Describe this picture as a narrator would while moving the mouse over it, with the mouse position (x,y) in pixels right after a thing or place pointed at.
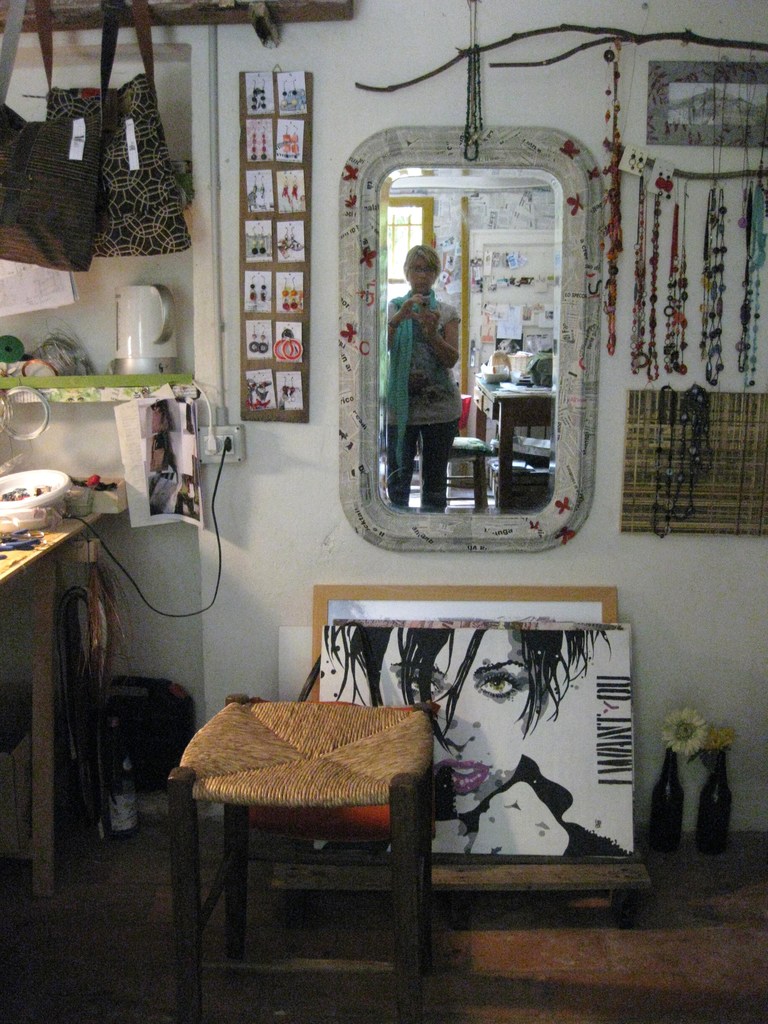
There is a mirror (465,337) in which a lady (447,336) is standing in front of it and holding a camera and there are bags (104,185) in the left top corner (137,152) and there is a chair (308,760) in front of the mirror (440,358).
